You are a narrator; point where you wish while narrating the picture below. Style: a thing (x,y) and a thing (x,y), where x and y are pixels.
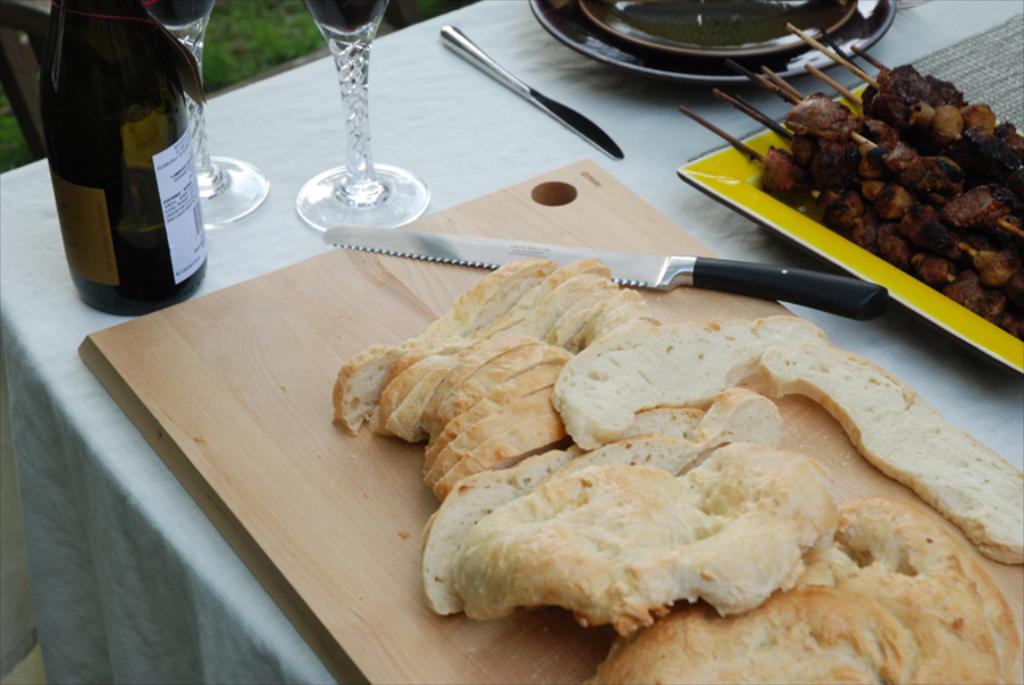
In the middle (624,352) there is a table (665,164) on the table (698,128) there is a knife (598,139), glass (352,92), bottle (172,169), bread (628,332), tray (803,200), cloth (641,158) and some food items (815,147). At the top left (267,44) there is a grass (281,36).
